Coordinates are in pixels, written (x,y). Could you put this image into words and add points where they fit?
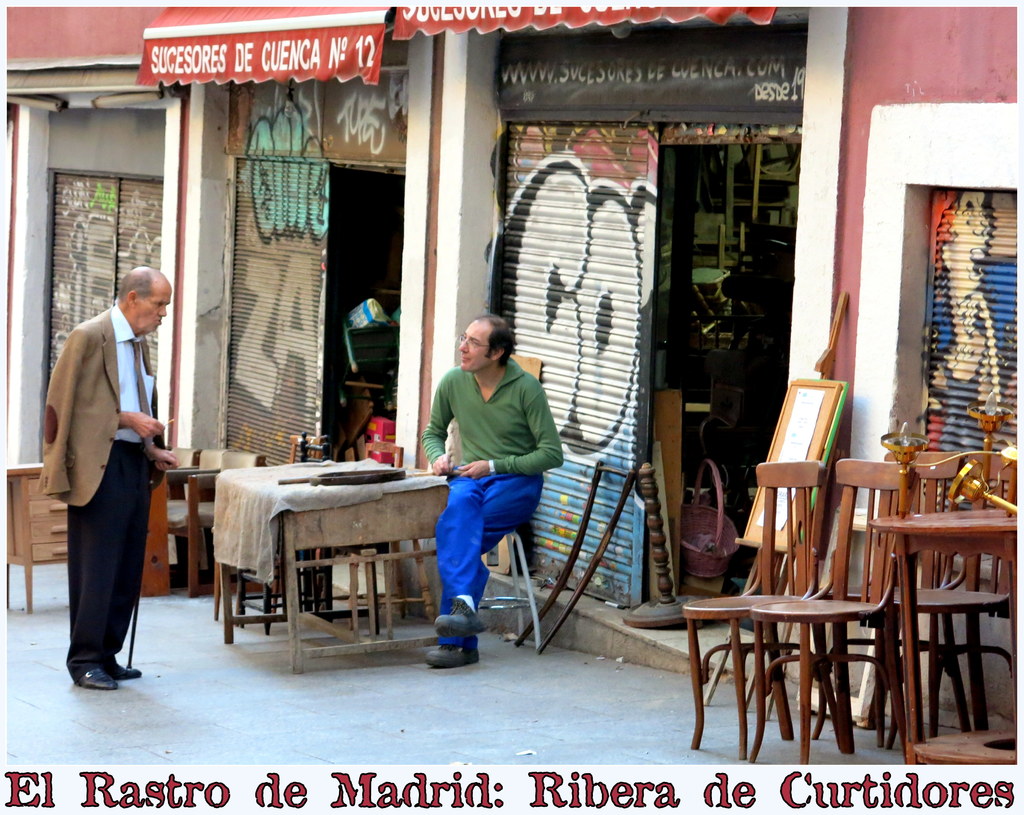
In this image i can see a man (63,357) standing and a man (466,605) sitting on chair (518,535) in front of a table (347,522). I can see few stores (619,243) in the background (318,244).
